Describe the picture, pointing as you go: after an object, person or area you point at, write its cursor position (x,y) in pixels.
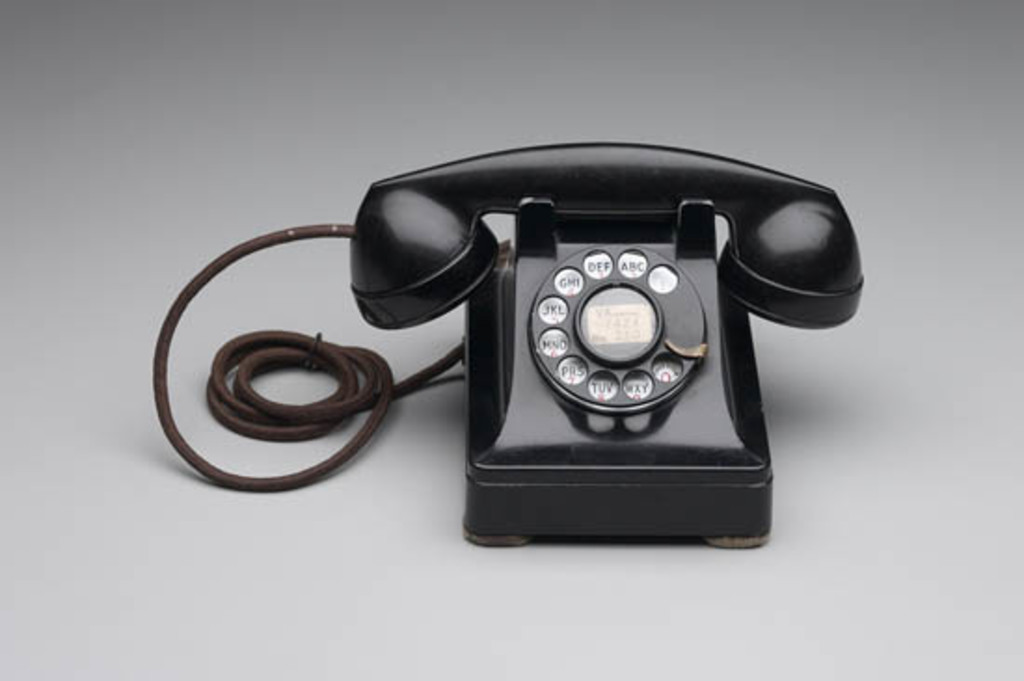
In this image there is a telephone (587,335).
